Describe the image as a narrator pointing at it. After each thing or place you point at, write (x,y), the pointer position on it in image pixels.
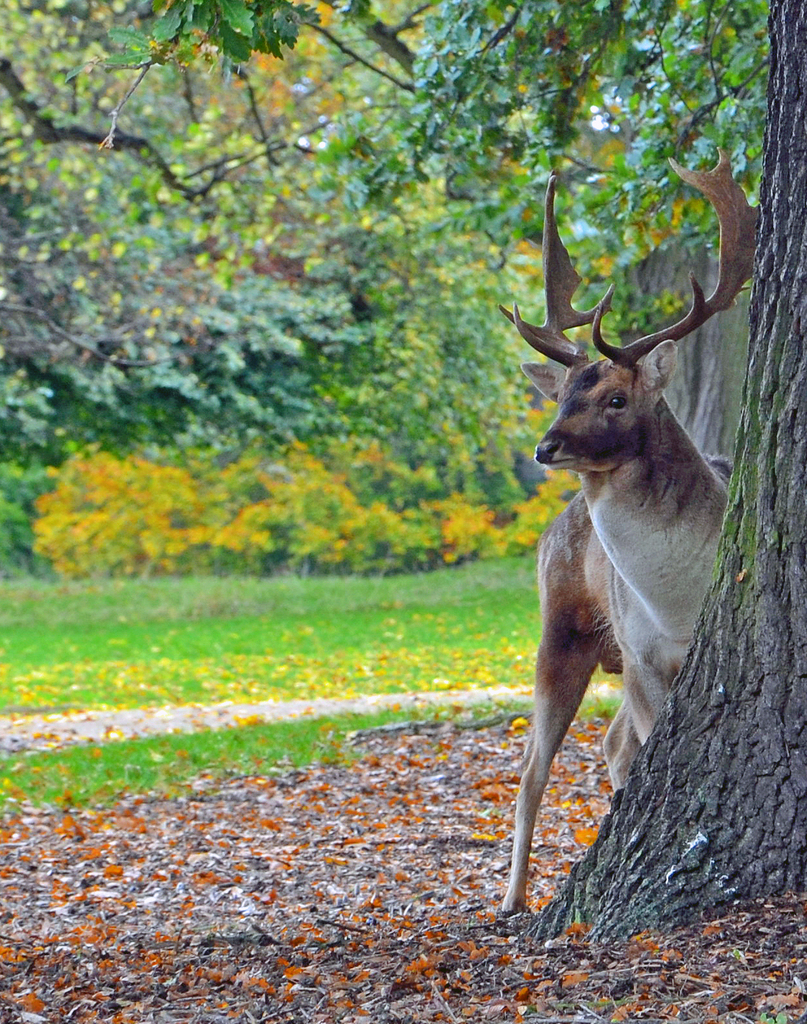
This is an outside view. On the right side (756,442) there is a tree trunk (756,639). Behind there is an animal (628,502). In the background (288,269) there are many trees (208,257). On the ground (327,825), I can see the grass (310,690) and dry leaves (145,802).
